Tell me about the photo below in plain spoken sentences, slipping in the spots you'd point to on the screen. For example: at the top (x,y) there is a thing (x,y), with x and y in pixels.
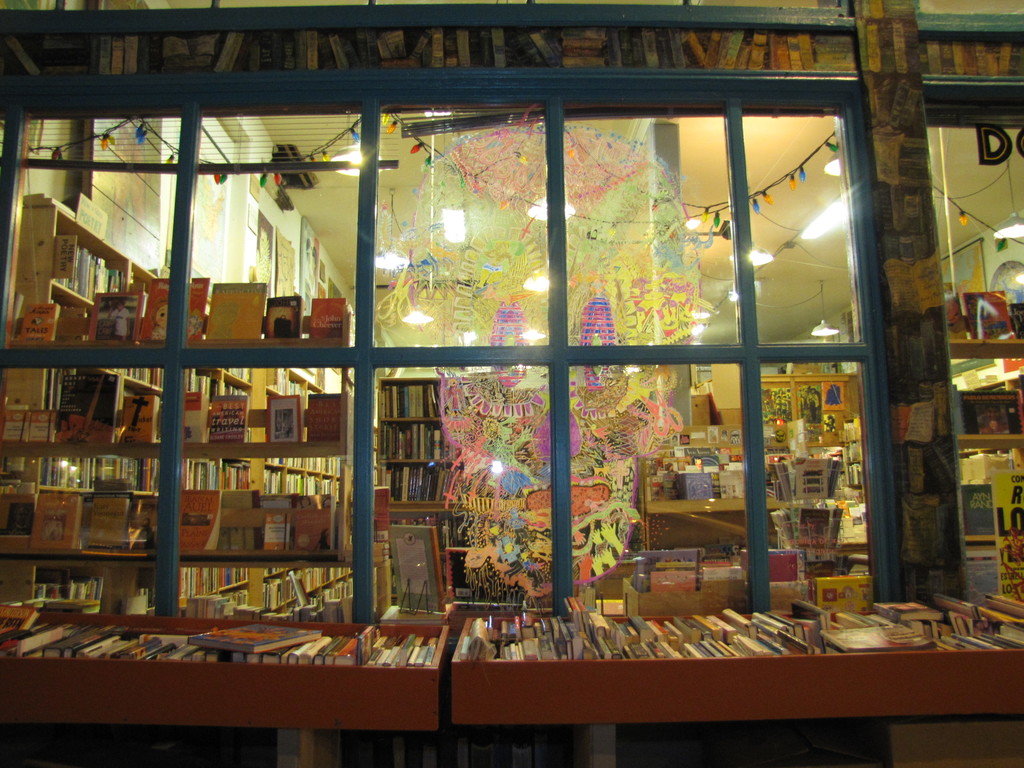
In this image there is a building (911,559) with glass walls (770,605) in which we can see there are so many shelves (856,455) with books (856,455) in it, also there are some lights (787,176) hanging on the roof (972,206), and stickers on the wall (720,475).
